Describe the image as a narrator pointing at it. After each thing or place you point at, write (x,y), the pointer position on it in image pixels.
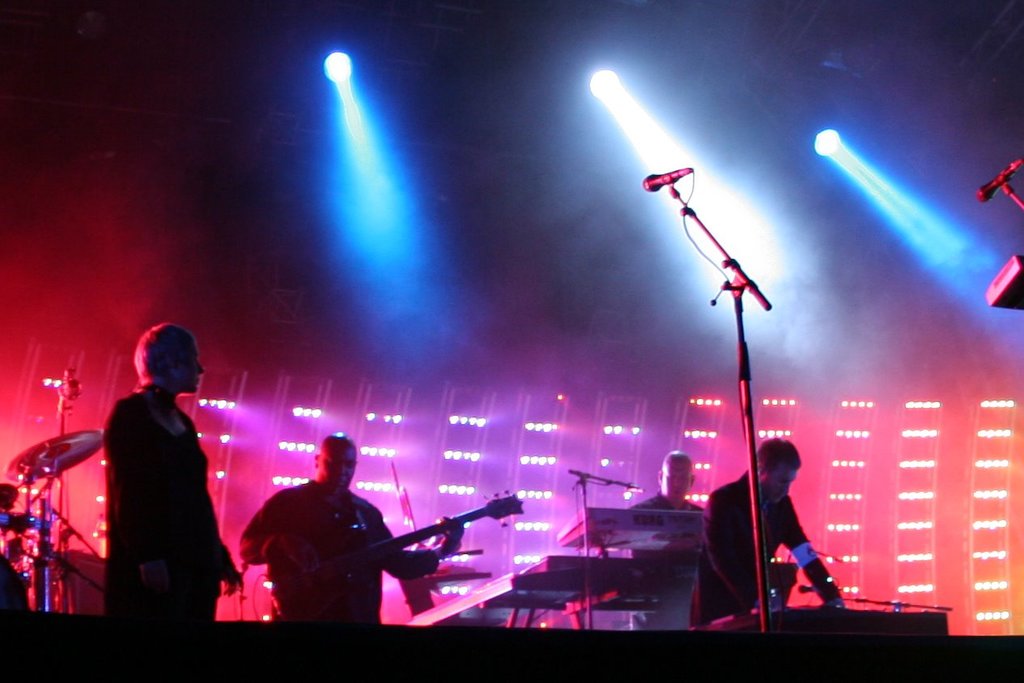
In this picture I can see a music band (288,513) on the stage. There are four members (728,491). One of them is playing guitar (310,570) in his hands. There is a mic (656,186) and a stand (689,206) on the right side (733,268). On the left side (35,464) I can observe drums (26,549). In the background (373,448) I can observe blue, white and violet color lights (524,427). I can observe smoke (480,306) in this picture.
